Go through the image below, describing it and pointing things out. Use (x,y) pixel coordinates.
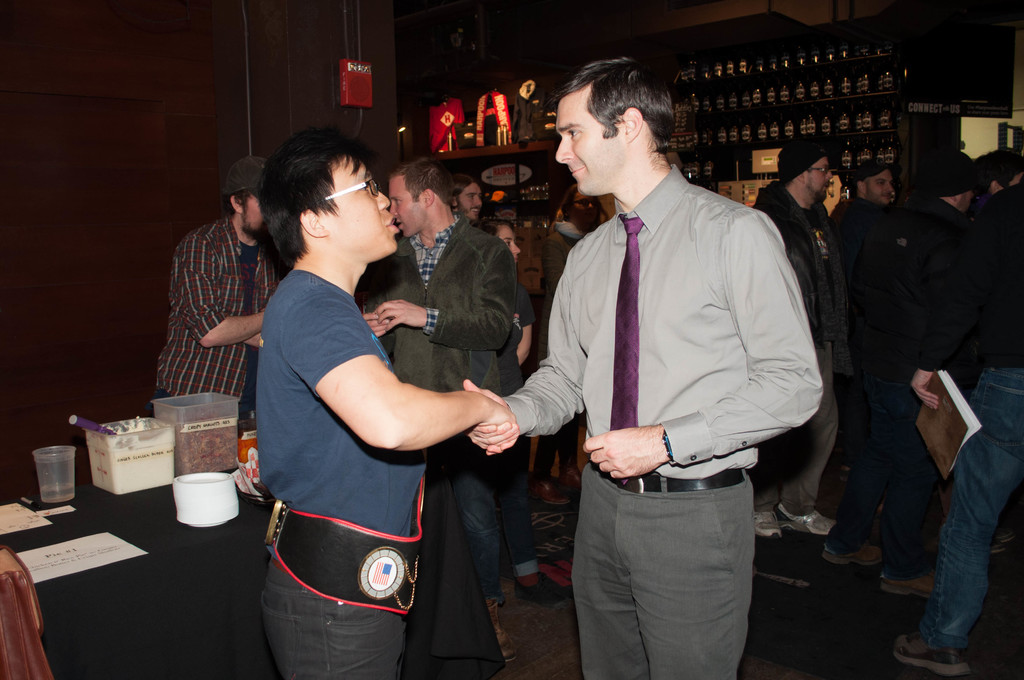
There are two men (633,232) shaking their hands (489,445) in the foreground area of the image (355,264), there are people (448,300), bottles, posters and other objects (227,492) in the background (179,407).
